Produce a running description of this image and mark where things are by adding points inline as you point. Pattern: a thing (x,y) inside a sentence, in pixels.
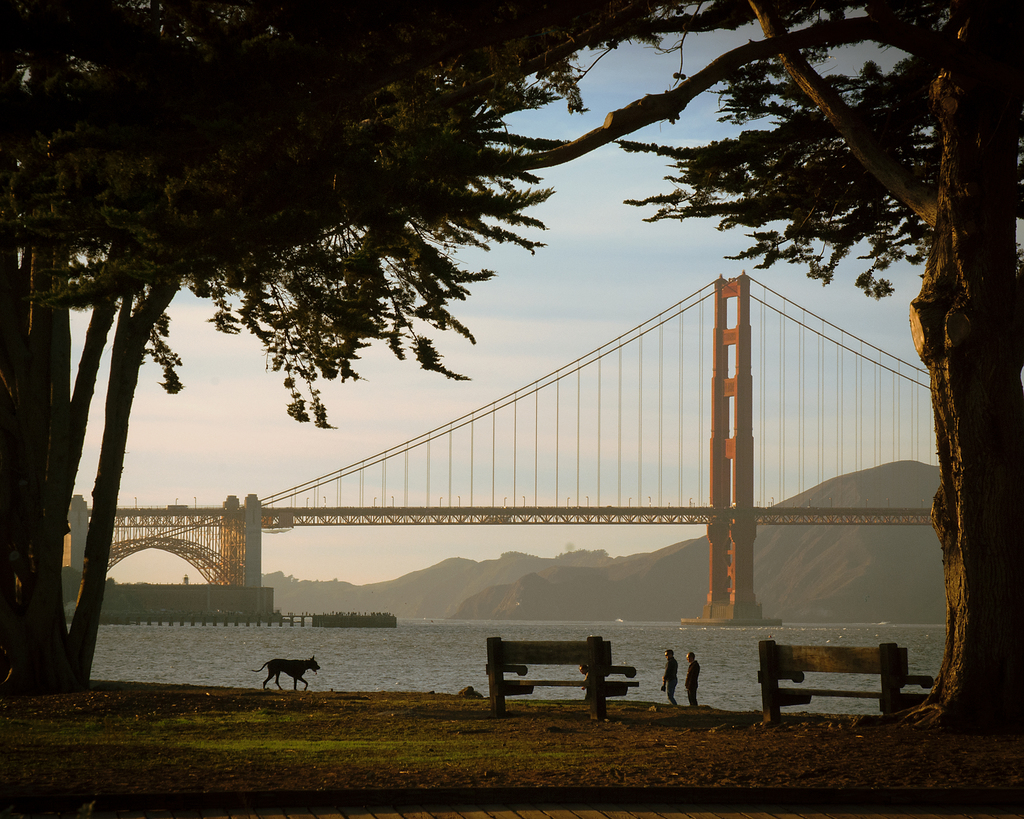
In the image we can see there are people (695,676) standing near the river (684,671) and there is a dog (293,674) standing on the ground (274,691). Beside the dog (280,670) there are two benches (578,657) and three trees (974,723). On top of the river (570,631) there is a bridge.
